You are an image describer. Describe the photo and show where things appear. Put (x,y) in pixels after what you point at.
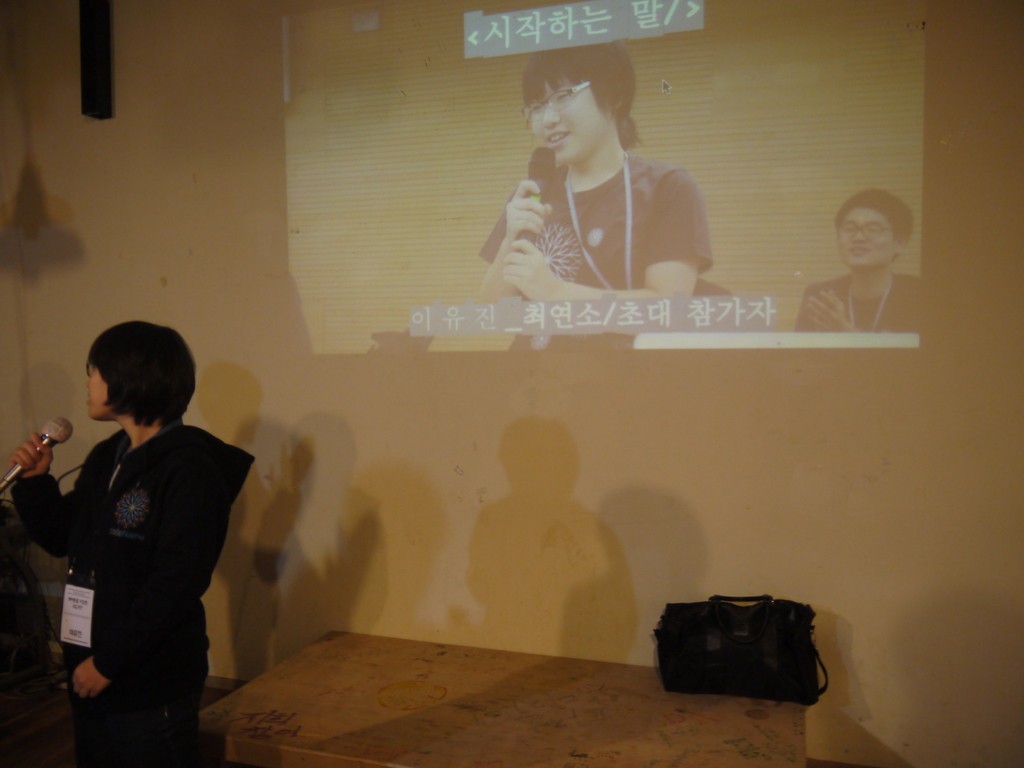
In this image we can see there is a person (148,553) standing and holding a mic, behind her there is a table (432,695). On the table (741,698) there is a bag (724,653). In the background (872,300) there is a projector screen (298,268) on the wall (271,253), in that we can see this person (575,237) holding mic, beside her there is another person (849,303) and some text (532,40) on it.
